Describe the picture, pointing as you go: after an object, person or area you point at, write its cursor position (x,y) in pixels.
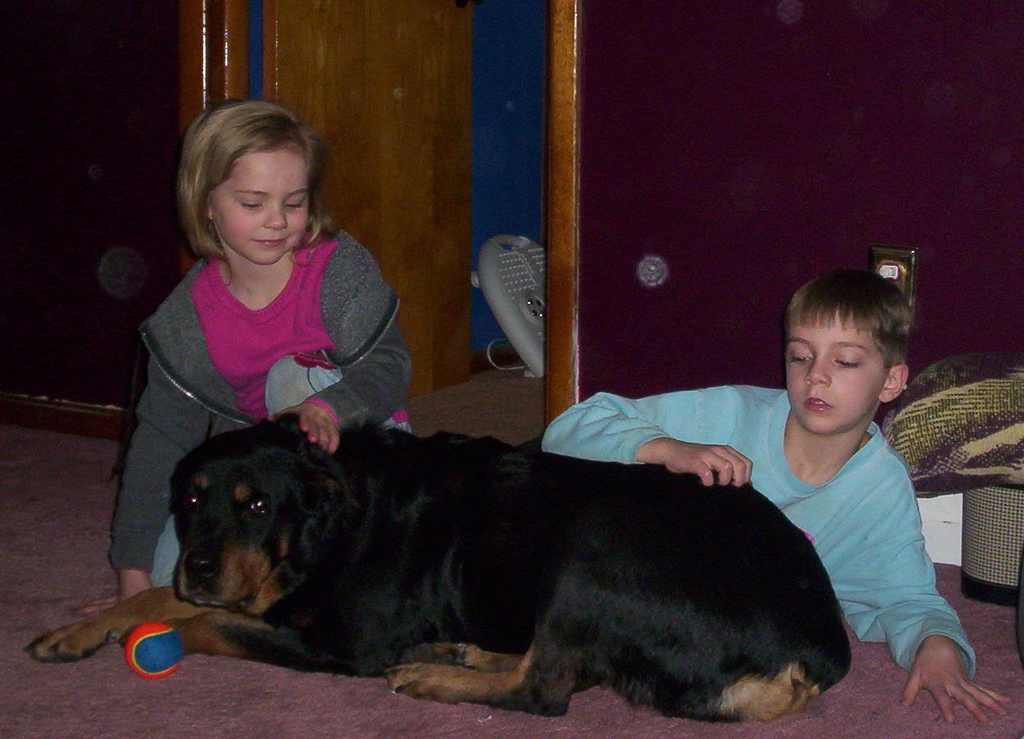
As we can see in the image there is a black color dog (196,628), ball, two people (255,415) sitting over here, wall (750,381) and door (457,165).
